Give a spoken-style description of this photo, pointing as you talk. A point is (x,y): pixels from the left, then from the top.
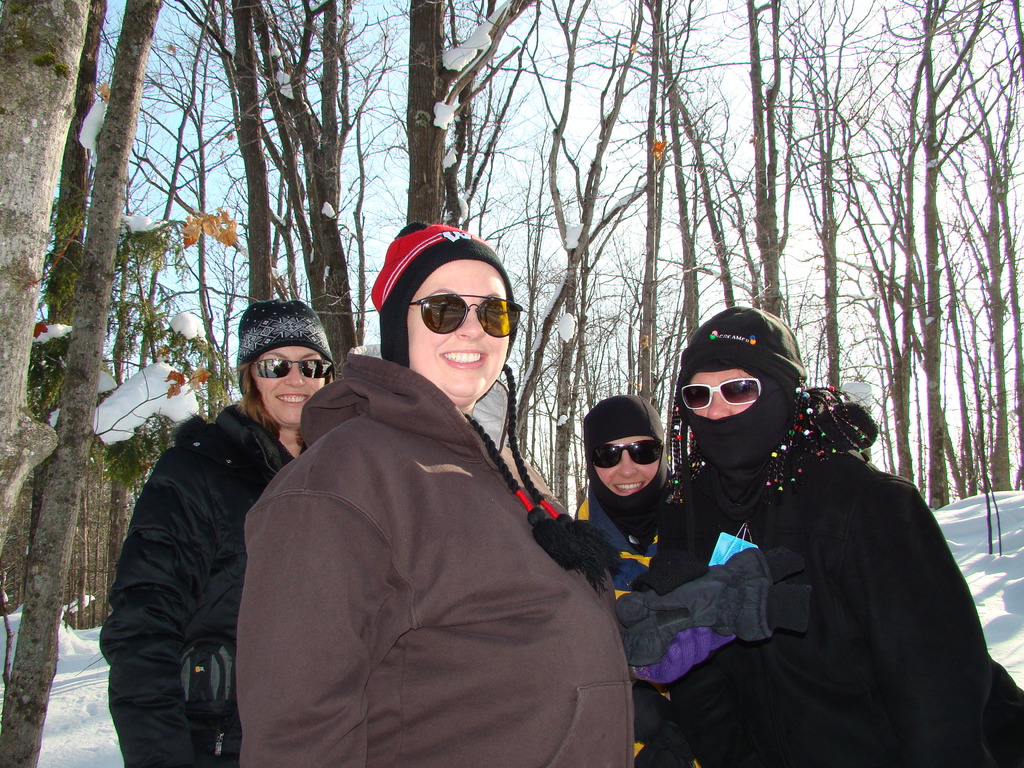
In the foreground of the picture (482,679) I can see four women (374,566) and there is a smile on their faces (623,434). They are wearing the jacket (697,496) and goggles (709,399). In the background (587,375), I can see the trees (486,206) and snow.
